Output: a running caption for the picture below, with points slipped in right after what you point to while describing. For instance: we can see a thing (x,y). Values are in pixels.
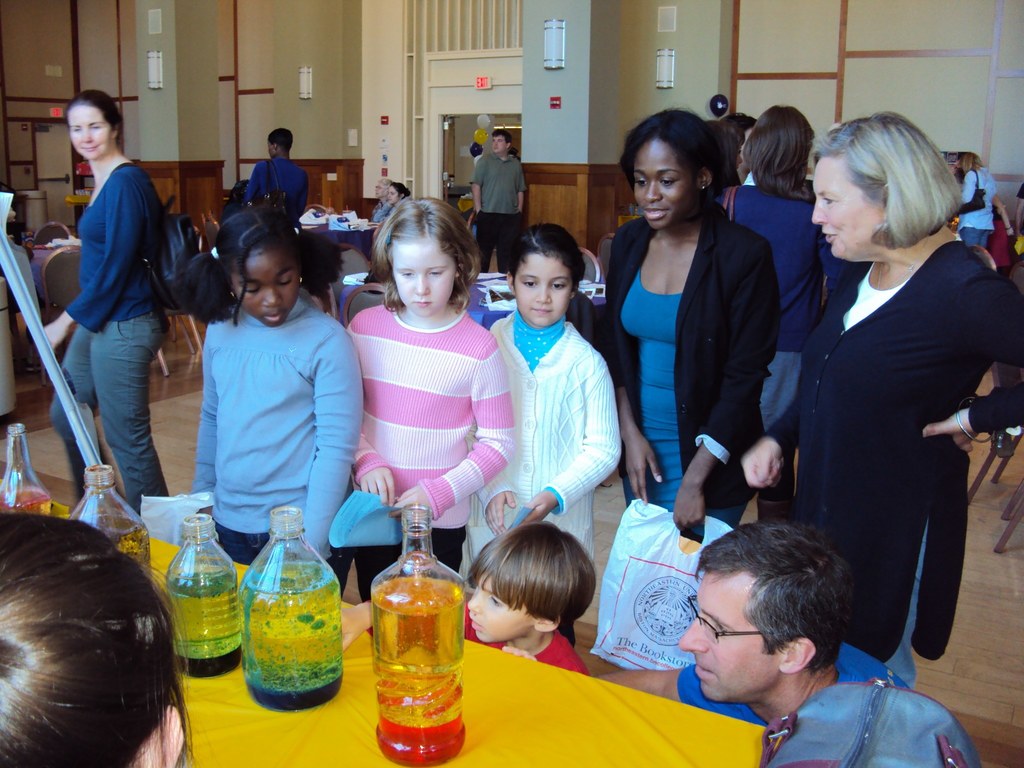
In this image there are group of persons (639,339) standing, there are persons (236,454) holding objects (702,548), there is a person (111,610) truncated towards the bottom of the image (77,619), there are bottles (226,560), there is liquid (216,600) in the bottles (120,508), there is a table (350,662) truncated towards the bottom of the image (514,752), there is a bag (863,734) truncated towards the bottom of the image (903,738), there is a person (142,314) wearing a bag (178,266) and walking, there is an object (14,254) truncated towards the left of the image (14,289), there is an object (1015,521) truncated towards the right of the image (998,437), there is the wall (304,55), there are lights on the wall (505,99), there are balloons (481,131), there is board (484,86) on the wall (462,87), there is text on the board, there is wall (270,25) truncated towards the top of the image (402,50).
